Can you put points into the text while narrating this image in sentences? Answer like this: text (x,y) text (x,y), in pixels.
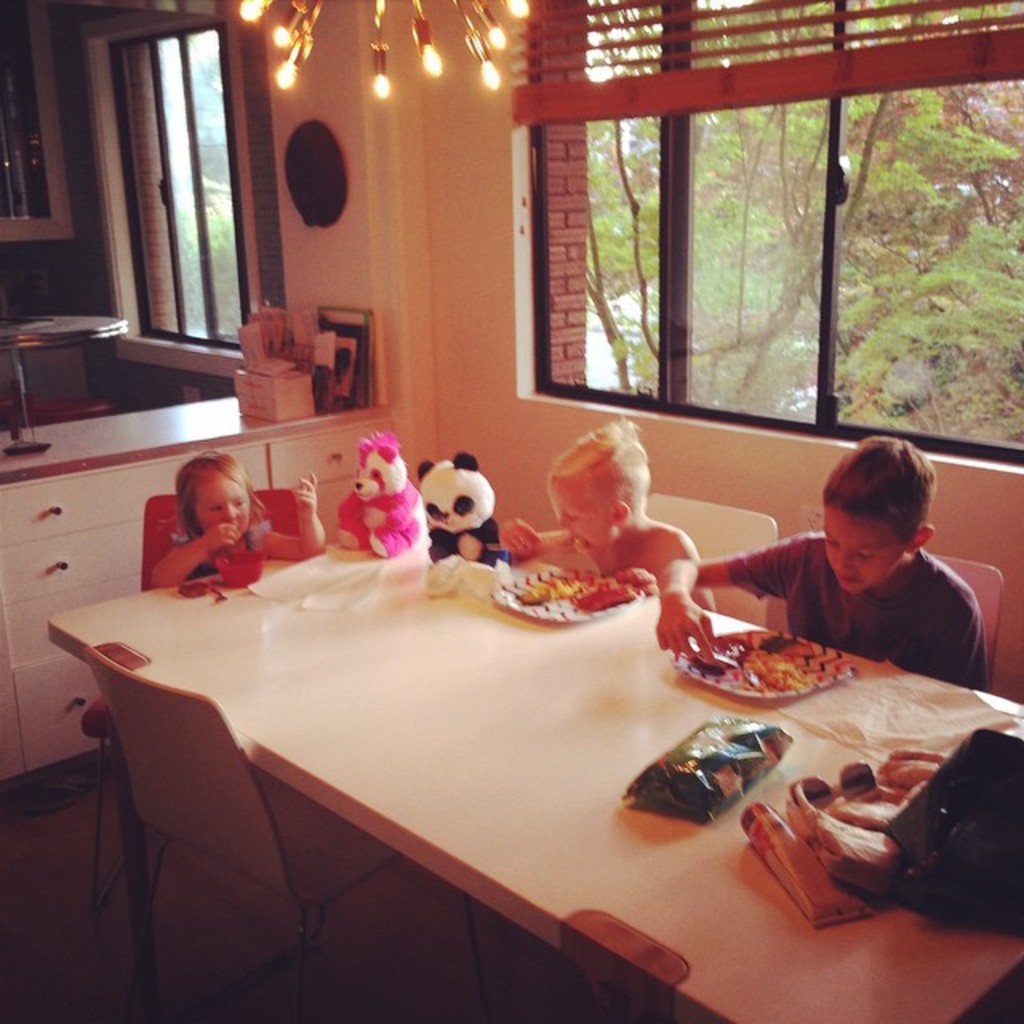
In the image we can see three persons (174,567) were sitting on the chair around the table (469,627). On table (464,652) we can see some food items (721,736) and in center (466,510) we can see two teddy bears (392,527). And back we can see window (746,226), wall (505,248), mirror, trees (759,226) and some more objects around them.
